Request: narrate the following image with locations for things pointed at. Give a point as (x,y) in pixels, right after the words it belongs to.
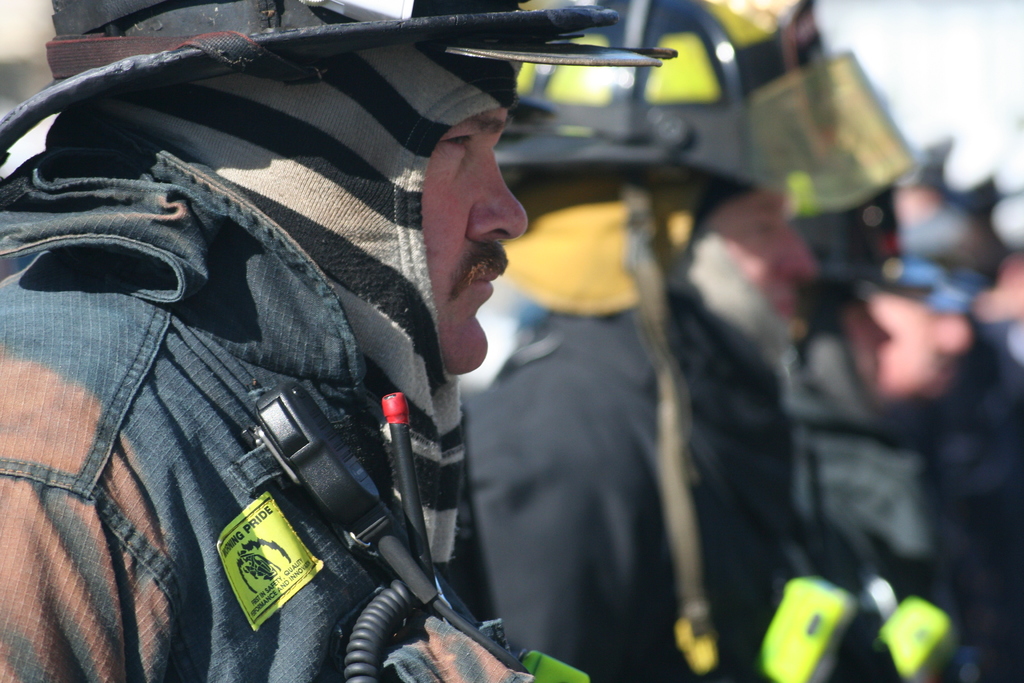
In the foreground of the picture (265,160) there is a firefighter (395,204) standing. The background (988,234) is blurred. In the background (793,321) there are people (735,436).
